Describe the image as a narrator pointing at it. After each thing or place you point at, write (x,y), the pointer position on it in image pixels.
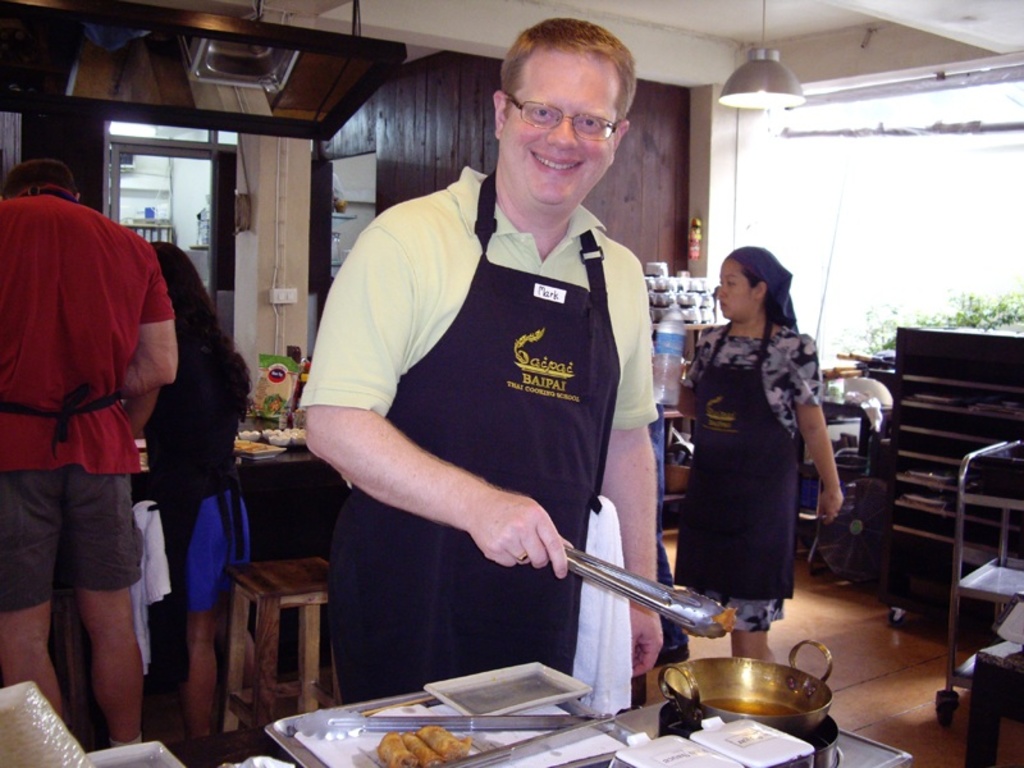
This picture is clicked inside. In the center (616,269) there is a man (506,252) wearing a black color apron (516,309), smiling, holding a metal object (643,589) and seems to be cooking. In the foreground (852,753) there is a table (870,752) on the top of which a pan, tongs (495,718) and some other items (512,741) are placed. On the right (775,338) there is a woman (727,404) wearing apron (706,423) and seems to be standing on the ground (858,729). On the left (117,272) we can see the group of people (189,507) standing on the ground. In the background (355,35) we can see the chimney (248,38), lamp (760,81) hanging on the roof (746,34) and a table (304,460) on the top of which many number of items (669,299) are placed and we can see the wall (436,155) and many other objects (989,592).
